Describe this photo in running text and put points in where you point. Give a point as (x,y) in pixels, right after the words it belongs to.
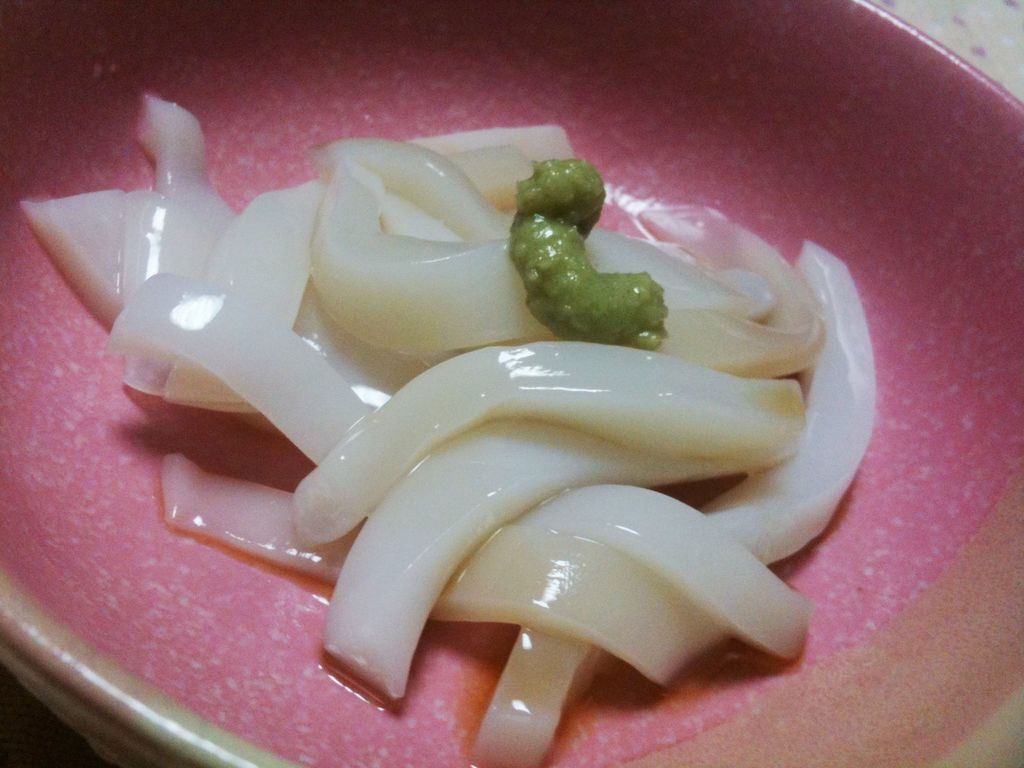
In this image, we can see some food item (825,388) in a container (802,9). We can also see an object (997,35) on the top right corner (980,22).
